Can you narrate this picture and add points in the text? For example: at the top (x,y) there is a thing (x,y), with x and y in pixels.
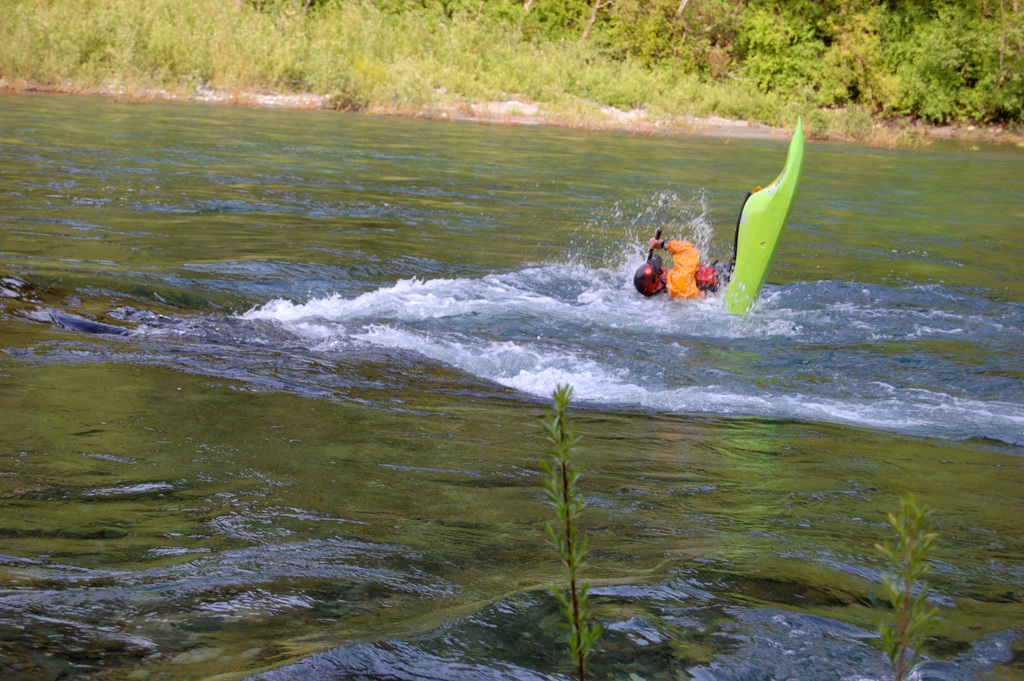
In this picture we can see a person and kayak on water (508,395). In the background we can see trees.
